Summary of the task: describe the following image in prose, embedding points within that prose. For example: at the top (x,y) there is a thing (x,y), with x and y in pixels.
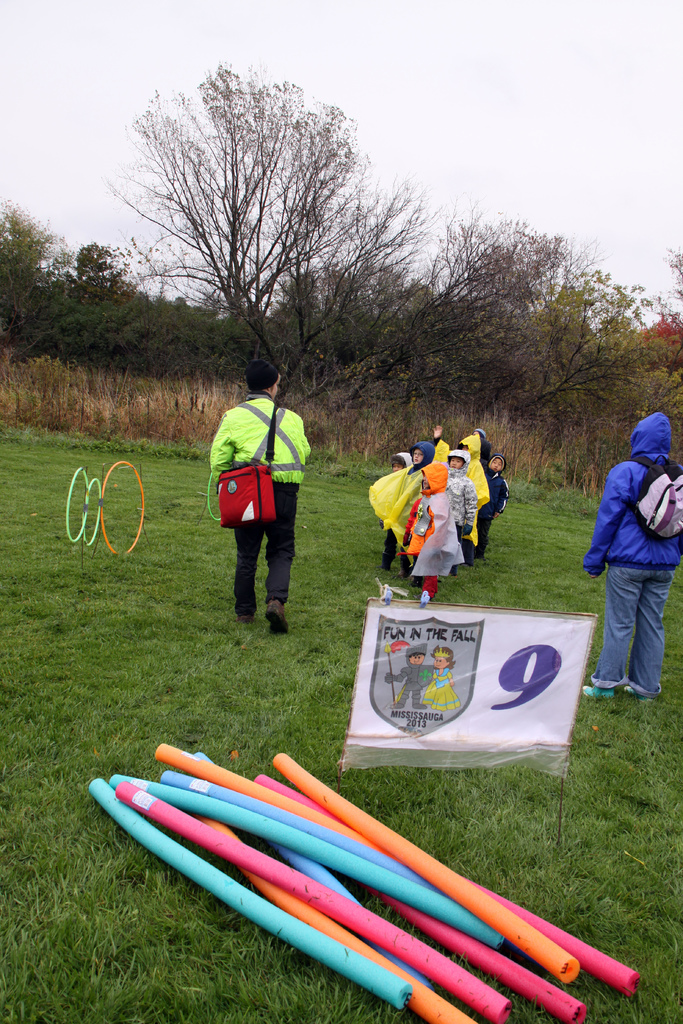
In this image we can see some group of kids (409,497) and adult persons (645,687) standing on the ground (320,493) and playing with some plastic toys (94,504) at the foreground of the image (302,916) there are some plastic poles (334,885) and at the background of the image (302,268) there are some trees (363,364).
